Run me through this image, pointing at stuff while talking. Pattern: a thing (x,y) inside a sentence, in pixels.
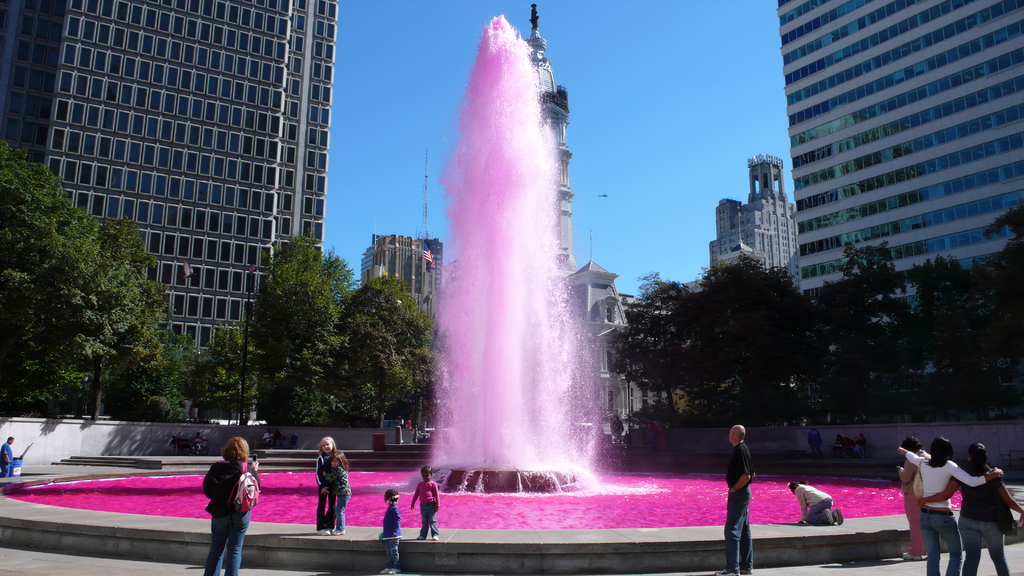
In this picture we can see fountain (545,314) full of pink color water (594,463) and around the fountain (202,532) we have persons (914,478) and on right side (972,496) we have three woman (964,507) standing and in middle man (750,457) is standing and looking at fountain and on left side (222,540) woman (220,519) clicking a image for her children's (324,529) and in the background (249,187) we can see building (248,192), sky (700,113), tree (715,338), wall (116,436) and person (8,455).
